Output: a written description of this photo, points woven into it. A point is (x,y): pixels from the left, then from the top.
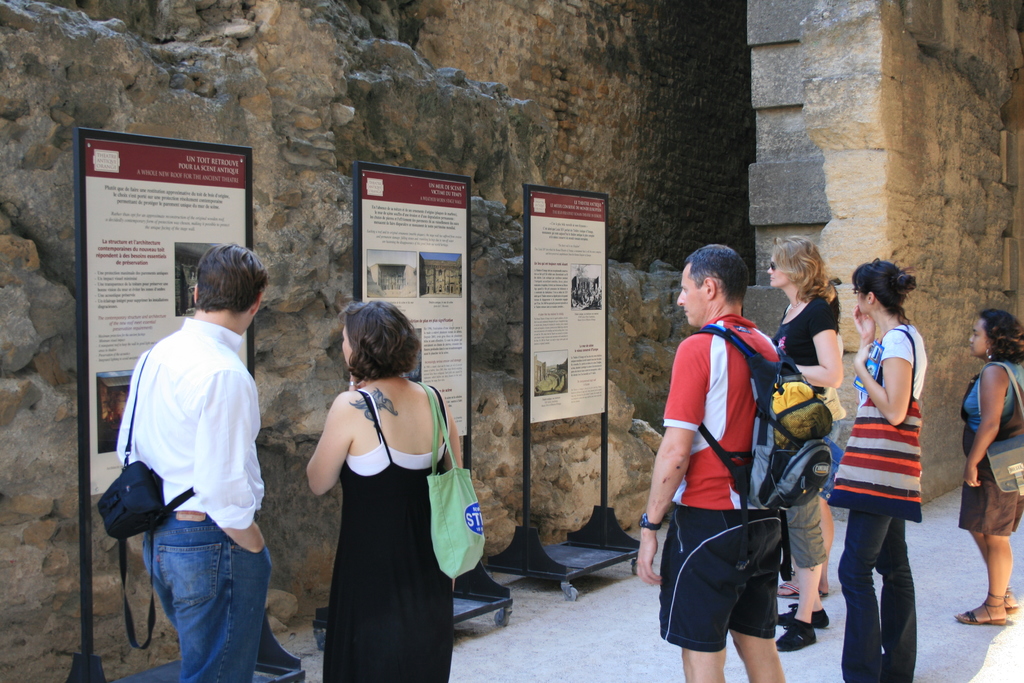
There are few people (255,433) standing. They are holding the bags (909,442). These are the boards (231,223) with the posters (452,232) attached to it. This looks like an historical building (866,115).
